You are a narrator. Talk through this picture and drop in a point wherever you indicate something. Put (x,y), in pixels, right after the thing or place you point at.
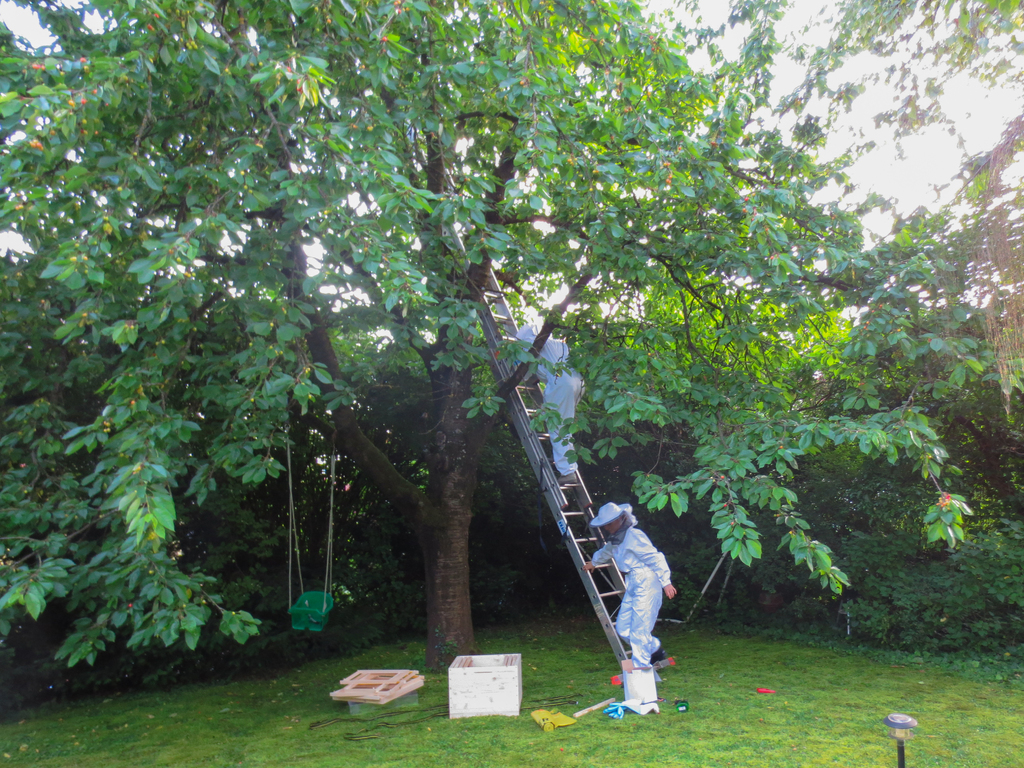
To the bottom of the image (771,705) on the ground (562,699) there is a grass (580,720). On the grass (981,691) there are few items (480,693) on it. And also there is a ladder (504,393) with two people (628,625) are climbing on it. In the middle of the ground (659,686) there is a tree (444,487) with the cradle (290,487). And in the background (1005,620) there are many trees (901,547).
